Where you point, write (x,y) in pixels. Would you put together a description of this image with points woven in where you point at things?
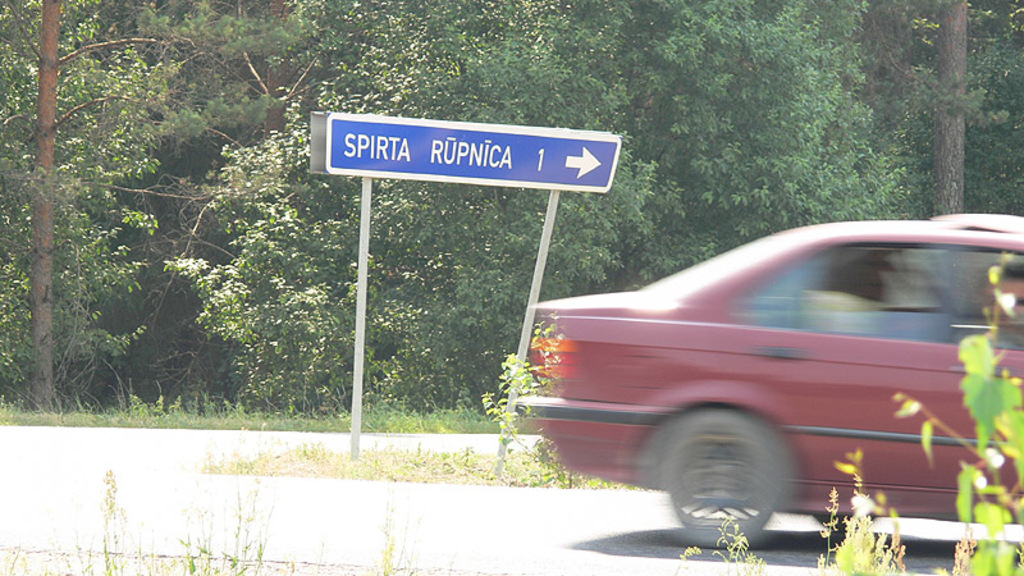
In the center of the image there is a sign board (398,178) on the road (273,444). On the right side of the image (765,484) we can see a car (698,350) on the road (568,510). In the background (137,362) we can see road (139,440), trees (121,272) and plants (123,319).
